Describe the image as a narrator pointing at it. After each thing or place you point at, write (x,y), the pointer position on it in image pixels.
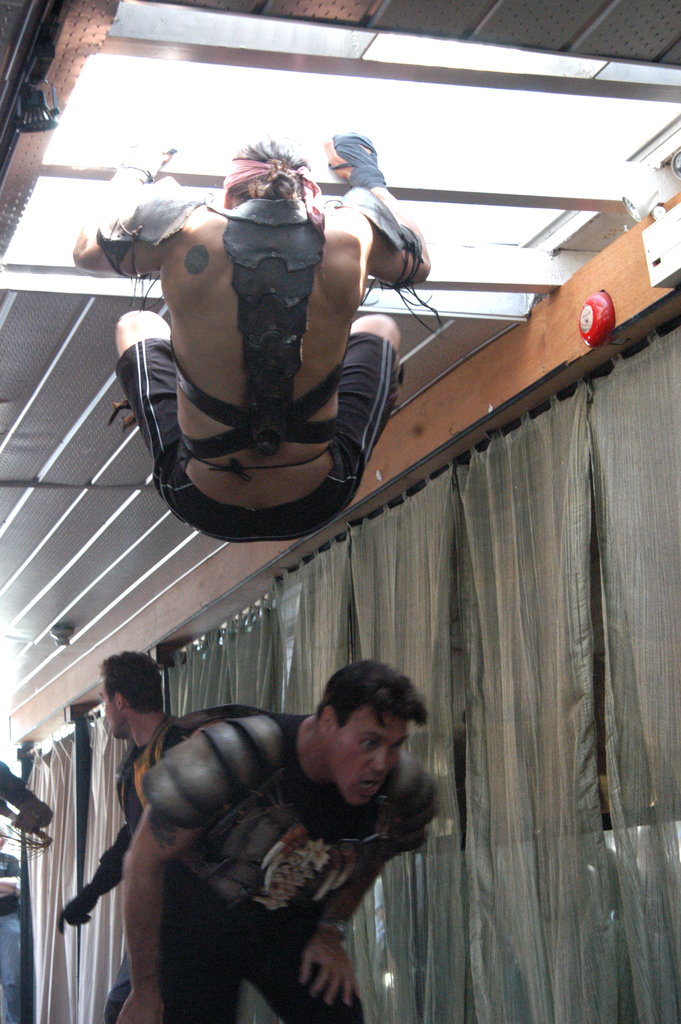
In this picture there are people (214,961), among them there is a person (276,306) holding a rod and we can see metal planks (93,582), curtains (668,631) and few objects (584,309).
